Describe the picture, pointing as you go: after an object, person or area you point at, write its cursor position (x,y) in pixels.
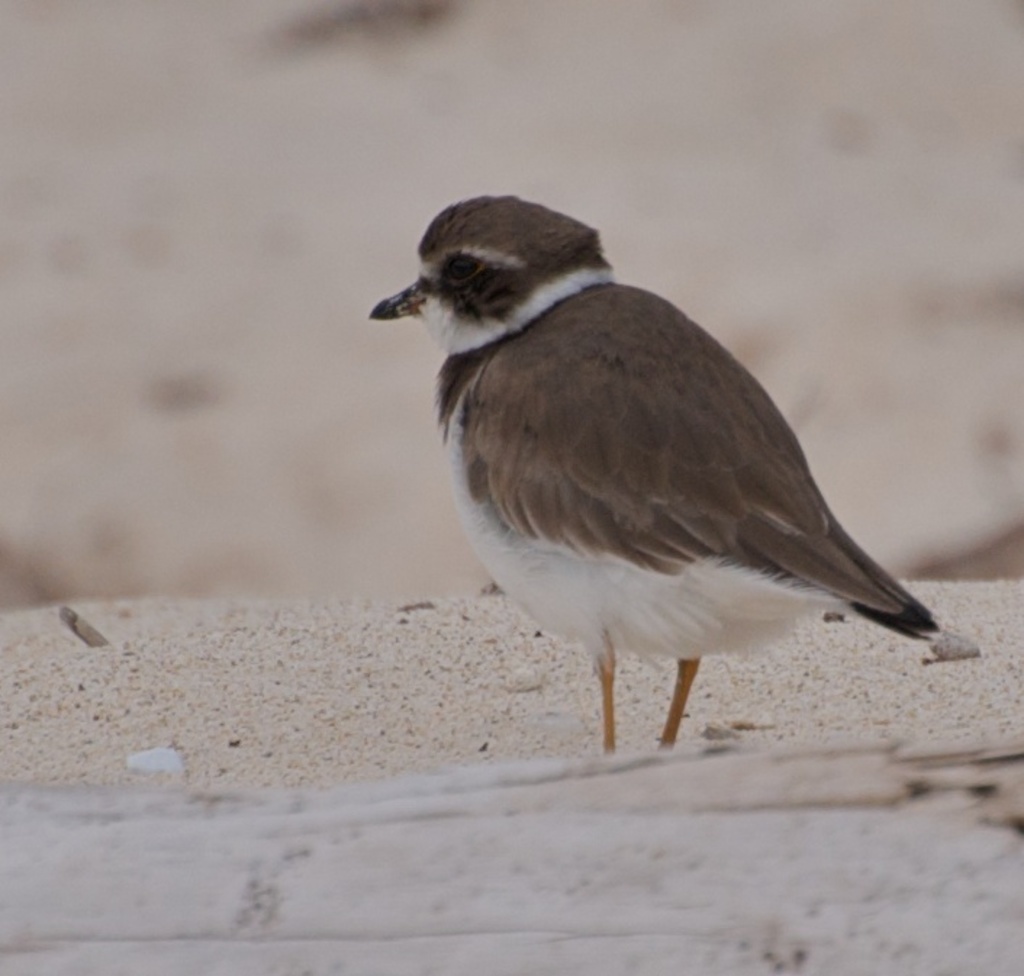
In this image I can see a bird (723,436) which is brown, black, cream and orange in color is standing on the ground (521,720) and I can see the blurry background (996,520).
